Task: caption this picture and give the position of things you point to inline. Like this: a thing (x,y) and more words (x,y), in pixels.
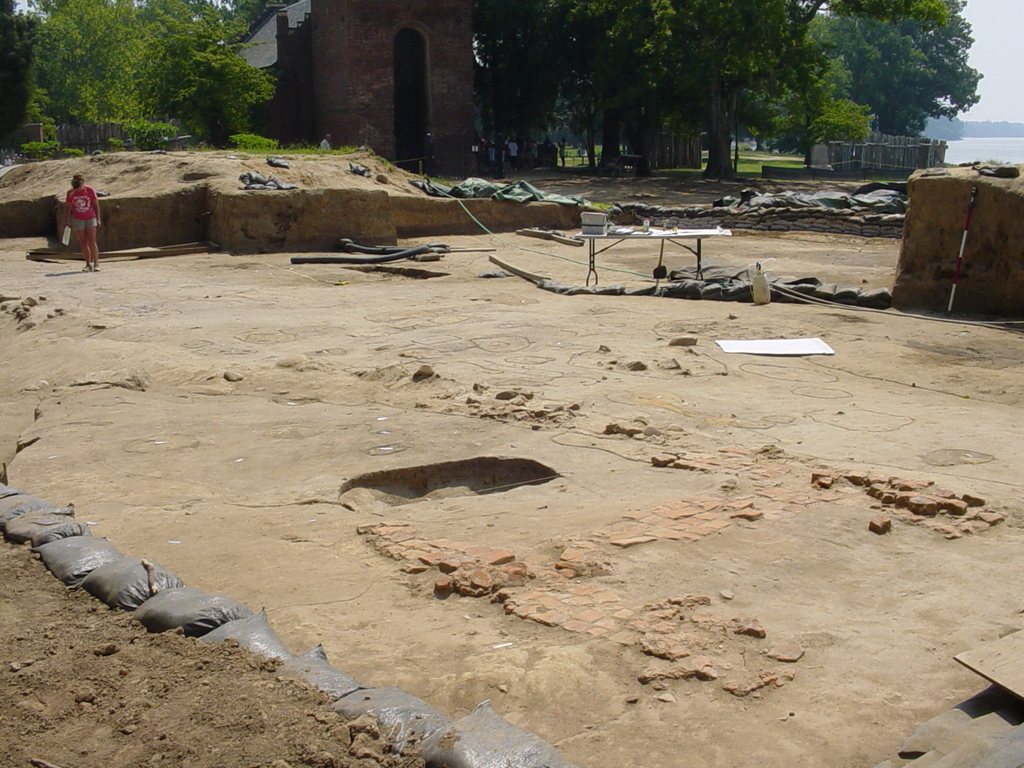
There are gray color packets (203,611) arranged near mud road (203,688). In the background (75,204), there is a person (91,210) in red color t-shirt (91,209) holding a bottle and standing on the ground (109,275), there are packets (780,215) arranged on the ground (560,187), there is a building (467,129) having roof (259,40), there are trees (577,17), there is water (1004,145) and there is sky (989,28).
